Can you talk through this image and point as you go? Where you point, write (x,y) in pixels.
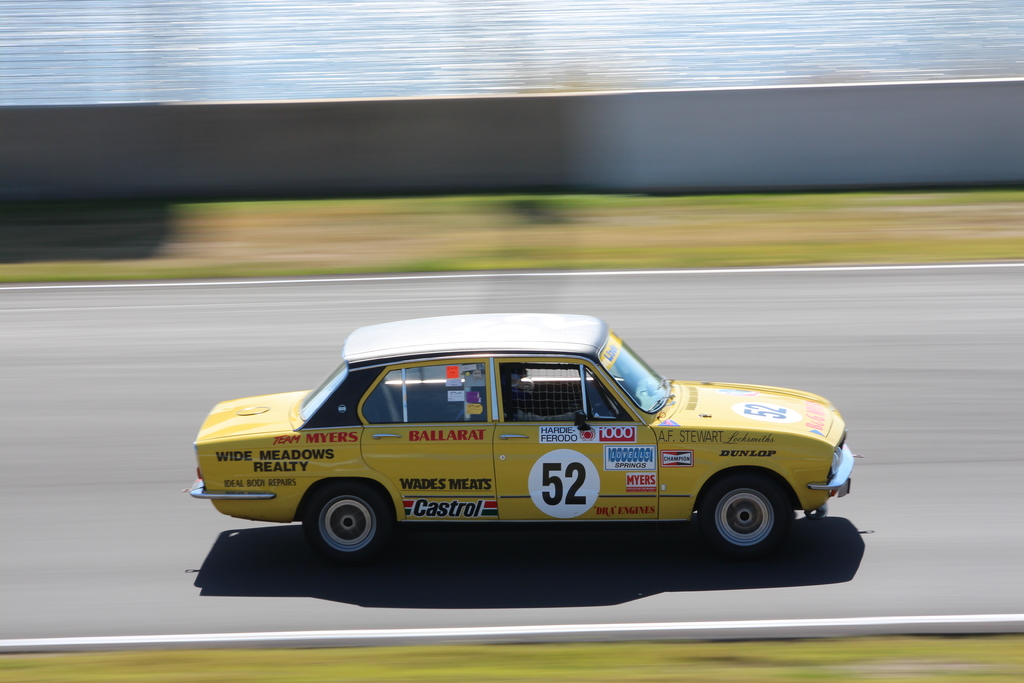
In this picture I can see a yellow color car (517,452) on the road (150,414). On the car (496,470) I can see some logos (563,473) and names (446,504).
